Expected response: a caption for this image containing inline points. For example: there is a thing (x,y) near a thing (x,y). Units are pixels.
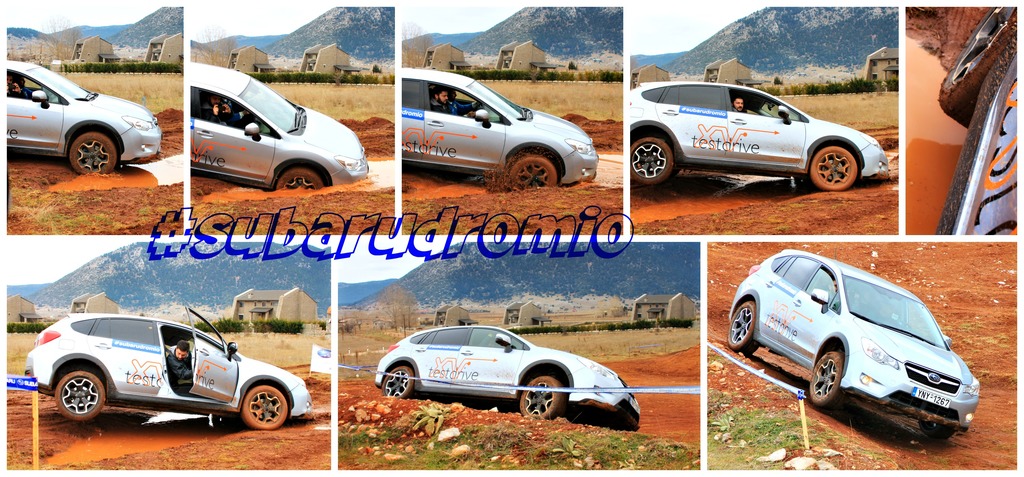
In this picture we can see a collage picture, here we can see vehicles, sheds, mountains (424,282), trees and some objects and we can see some text (777,288) on it.
